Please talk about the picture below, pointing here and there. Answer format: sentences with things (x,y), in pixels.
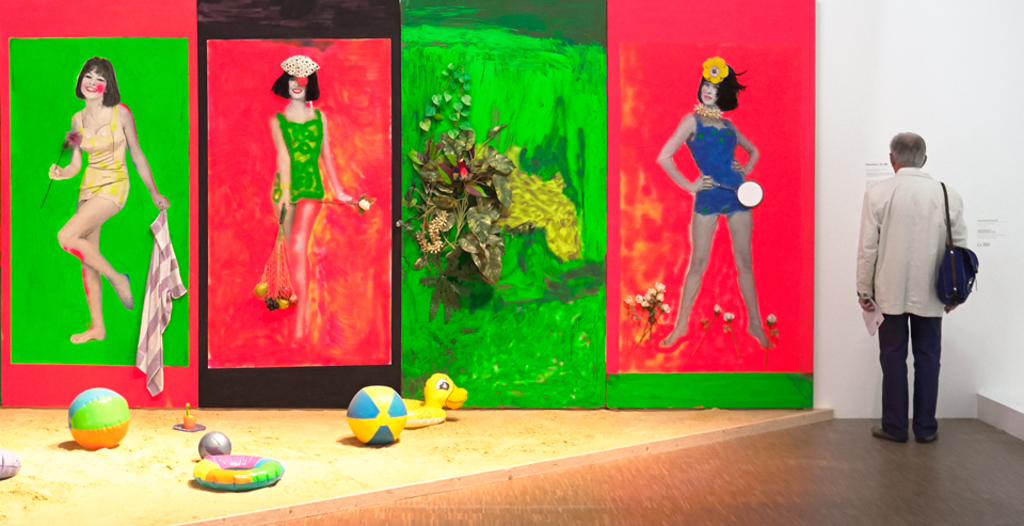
In this picture we can see a man (925,313) standing and carrying a bag (967,284), he is holding a paper (877,329), on the left side (323,204) there are some paintings (503,237), we can see toys (256,481) here, there is a wall (970,70) here.
